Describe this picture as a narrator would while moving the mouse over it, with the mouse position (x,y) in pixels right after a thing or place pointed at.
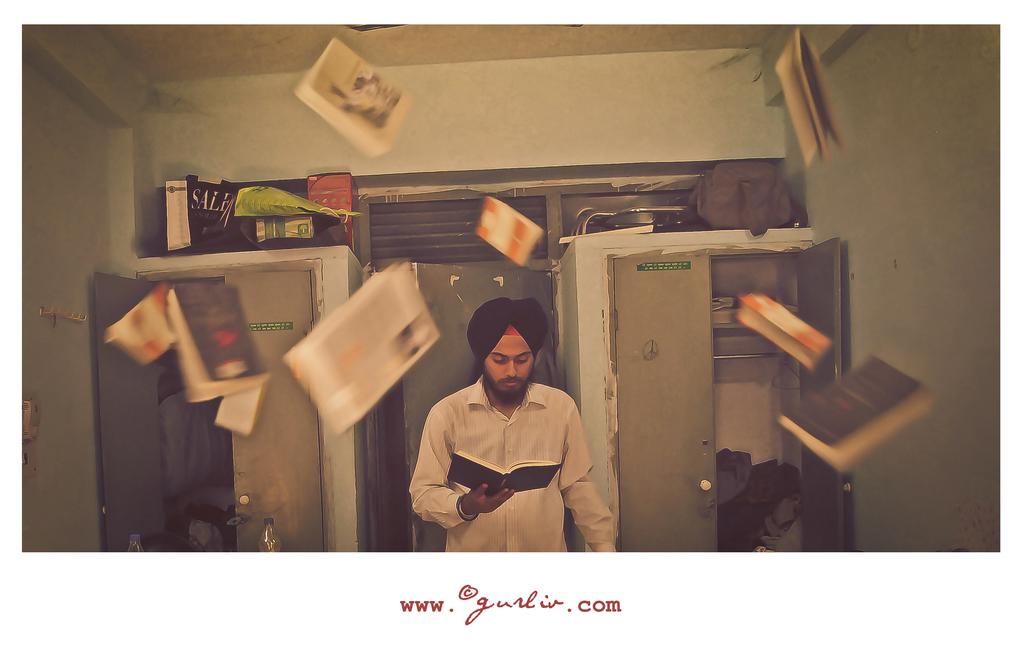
The image is captured from some website, there is a person (516,409) reading some book (506,465) by standing beside a cupboard (626,352), there are two cupboards (668,441) on the either side of the person (543,512). In the front (404,353) some books (404,353) were flying in the air and in the background (894,148) there is a wall (520,148) and in front of the wall (497,164) there is a door (425,407).
